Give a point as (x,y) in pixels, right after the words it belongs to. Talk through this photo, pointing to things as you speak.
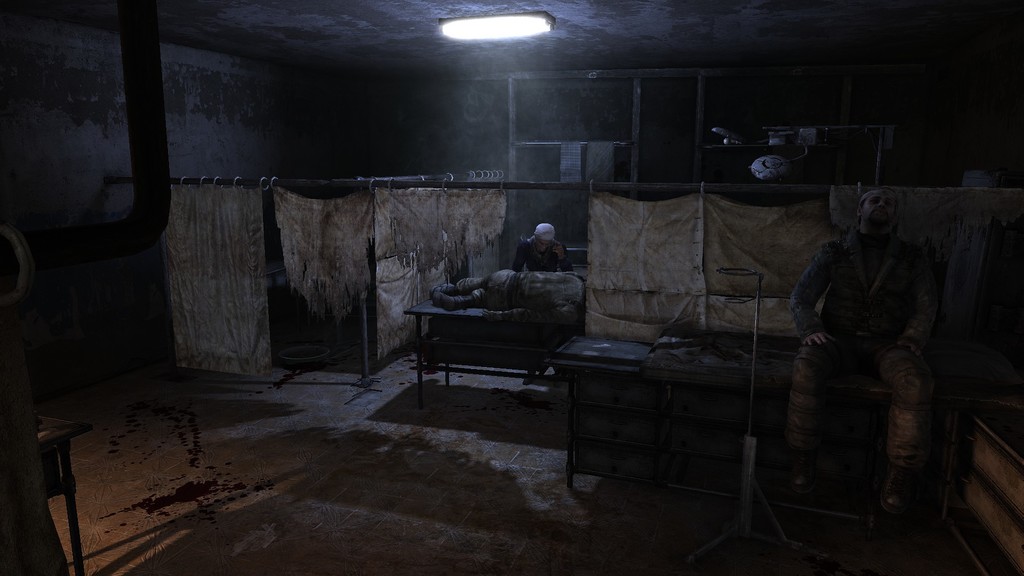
On the right (839,274) there is a man (919,398) who is wearing army uniform (834,340) and he is sitting on the table (731,408). Here we can see another man (530,281) who is lying on the table (483,309), beside him we can see person (537,257) who is standing near to him. On the top (508,28) there is a light (460,20). Here we can see poles (313,183) and white cloth (378,226) hanging on it.
